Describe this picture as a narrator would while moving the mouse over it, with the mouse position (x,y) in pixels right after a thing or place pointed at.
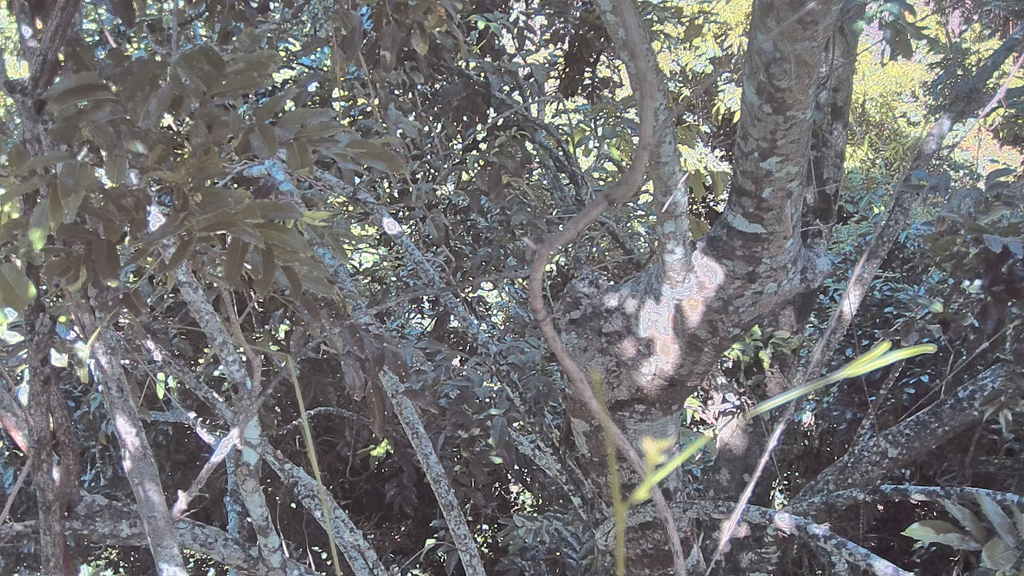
In this picture I can see trees (284,451).
